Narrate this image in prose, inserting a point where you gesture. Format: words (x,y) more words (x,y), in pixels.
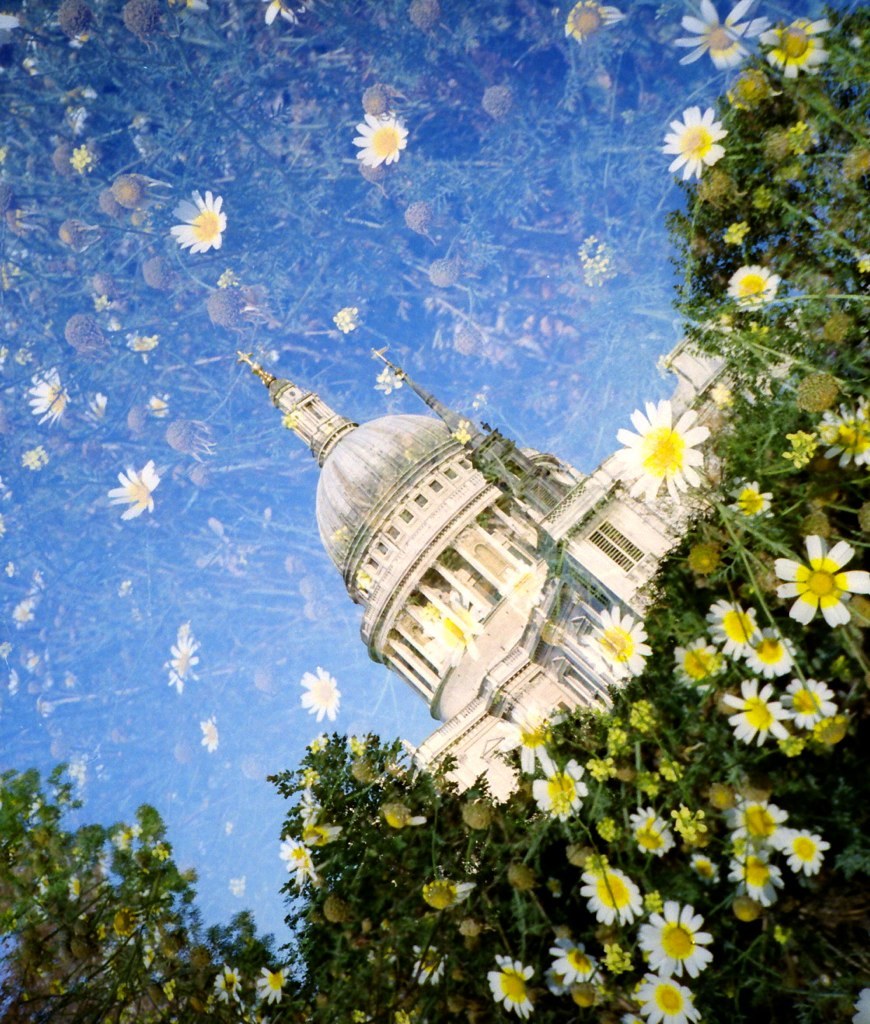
This is a edited image. In this image we can see flowers (515,737), plants (705,679) and building (434,569).
